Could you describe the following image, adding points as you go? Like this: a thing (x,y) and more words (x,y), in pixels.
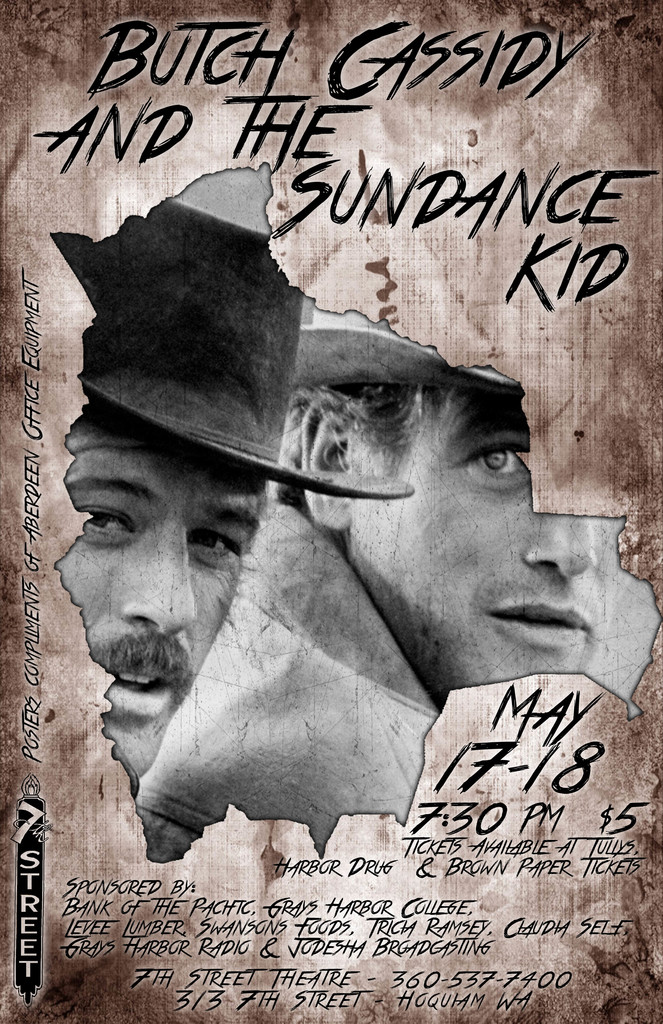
This is a poster (171,889) having an image (179,649) and texts (31,803). In the image (397,659), there are two persons (189,532) wearing hats (192,375).
